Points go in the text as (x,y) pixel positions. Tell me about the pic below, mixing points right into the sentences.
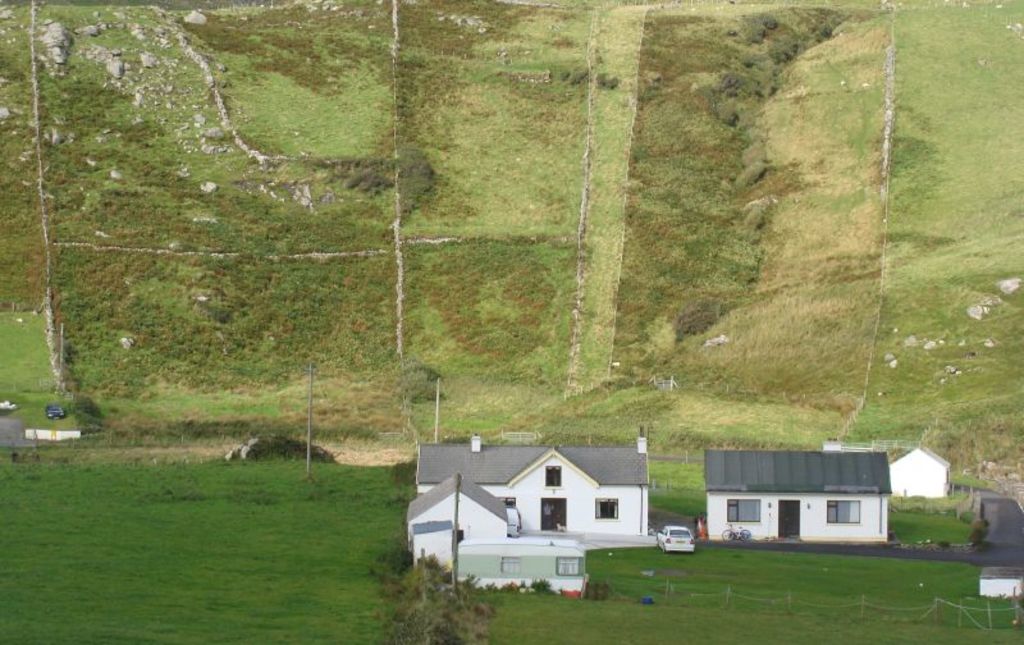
In this picture I can see houses (575,528), vehicles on the ground (679,584). In the background (511,280) I can see trees (441,621), poles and grass (254,547).
